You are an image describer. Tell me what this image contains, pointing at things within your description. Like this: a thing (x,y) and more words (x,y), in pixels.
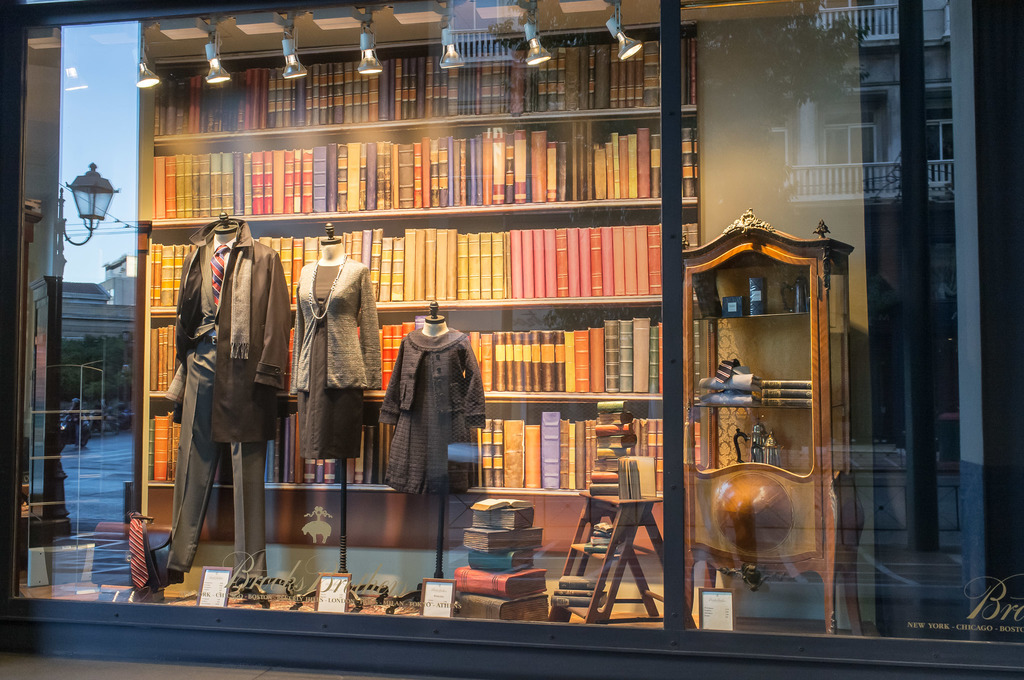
This is a picture of a store (564,580). In the foreground of the picture (496,582) there are books (483,571), name plates (205,579), stool (621,524) and clothes (450,390). In the background (515,179) there is a closet (260,134). In the closet (294,139) there are books (508,252). At the top (292,66) there are lights (608,26). On the left (97,282) there is a street light (89,223) and buildings (119,324). On the right (886,625), in the glass (901,165) we can see the reflection (870,154) of building (862,162) and trees (791,64).
